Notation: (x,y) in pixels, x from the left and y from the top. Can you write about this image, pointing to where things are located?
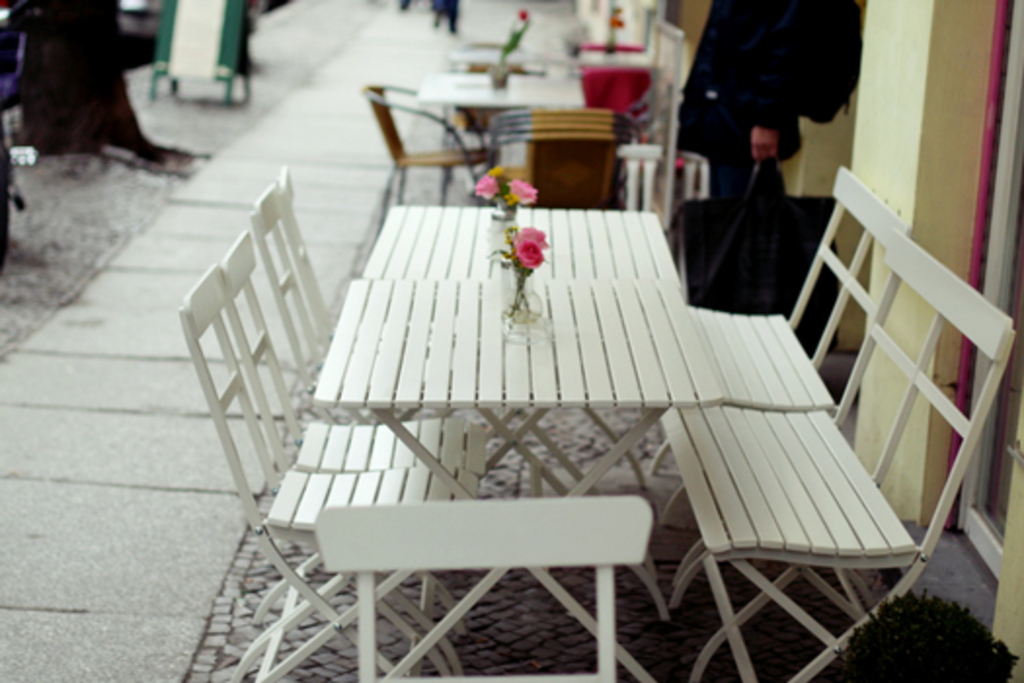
In this image I can see tables (489,216), few chairs (508,521) and on these tables (585,245) I can see pink colour flowers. Here I can see a person (754,140) is standing and I can see this image is little bit blurry from background (261,19).
